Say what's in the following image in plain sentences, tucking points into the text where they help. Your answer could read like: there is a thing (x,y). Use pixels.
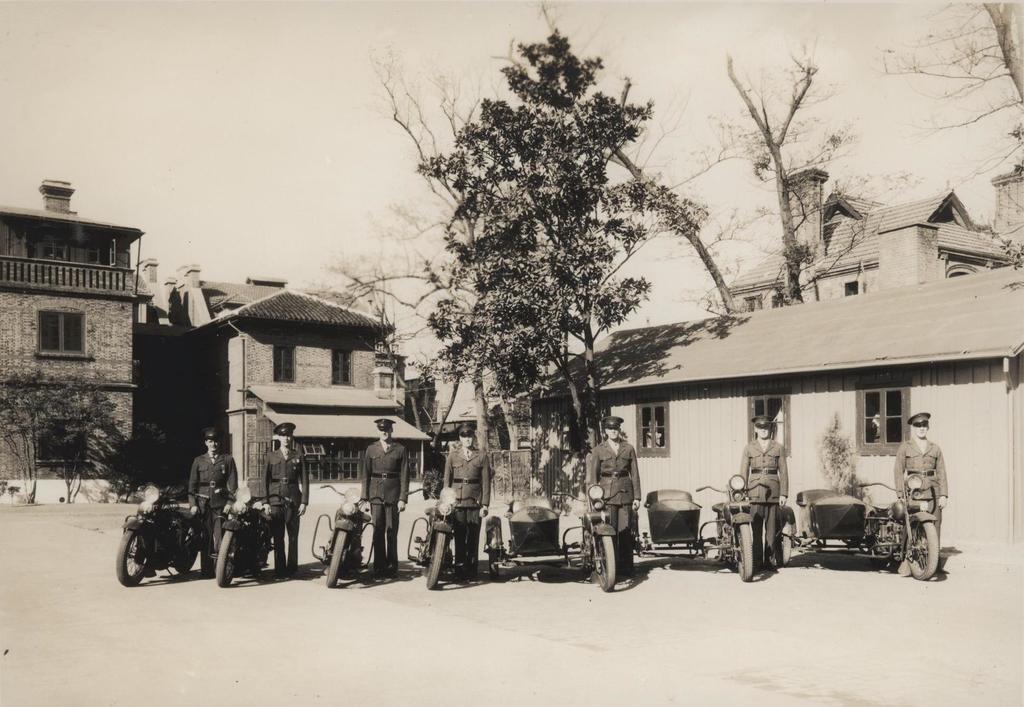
It looks like an old black and white picture. There are groups of people (290,468) standing on the path (308,552) with the vehicles (685,529). Behind the people (295,523) there are trees (543,353), houses (304,336) and a sky (312,74).
